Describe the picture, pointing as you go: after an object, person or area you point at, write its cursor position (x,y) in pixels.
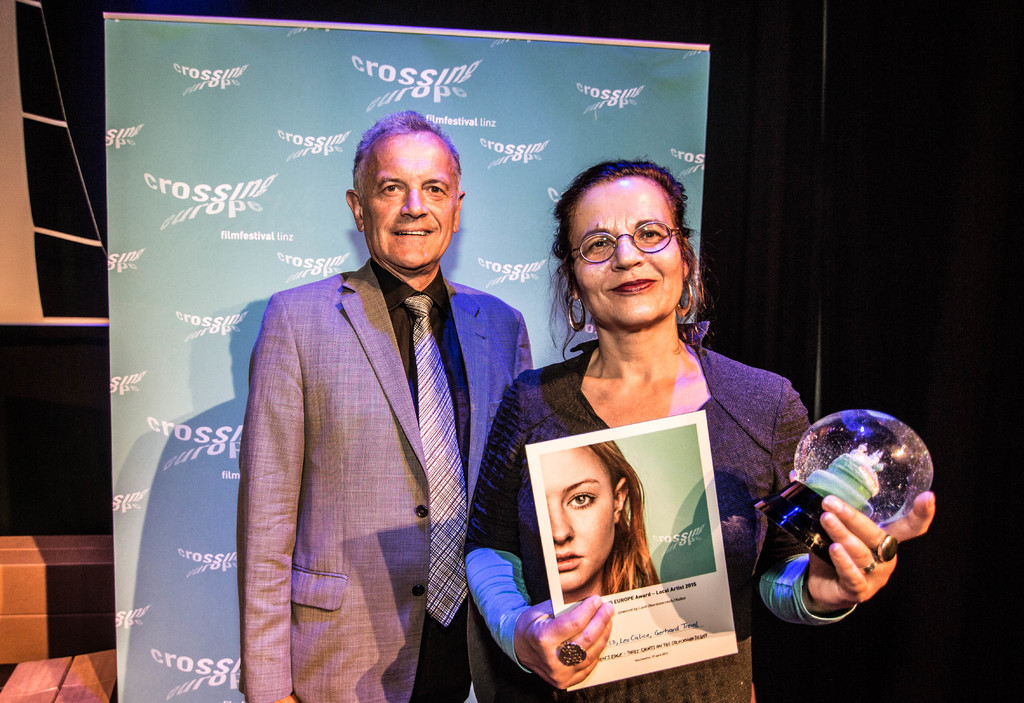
In this image there is one women (604,407) standing on the right side (714,525) is holding some objects (683,507) and the person (321,473) standing on the left side (318,495) is wearing a blazer (346,462). There is a board (189,240) in the middle of this image (354,262). There is a black color curtain (765,161) in the background (100,336).
